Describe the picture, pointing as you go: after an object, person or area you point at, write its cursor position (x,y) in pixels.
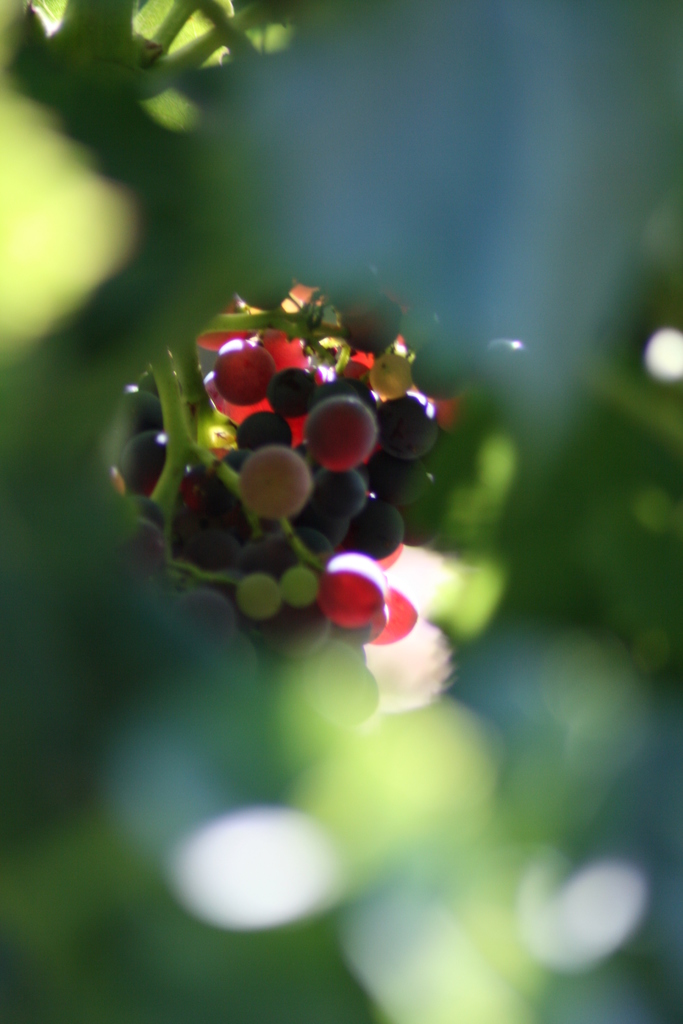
In this picture I can see the green color things (271,235) in front (518,813) and I see that it is blurred. In the background (277,396) I can see the berries (326,425) which are of red and black color.
